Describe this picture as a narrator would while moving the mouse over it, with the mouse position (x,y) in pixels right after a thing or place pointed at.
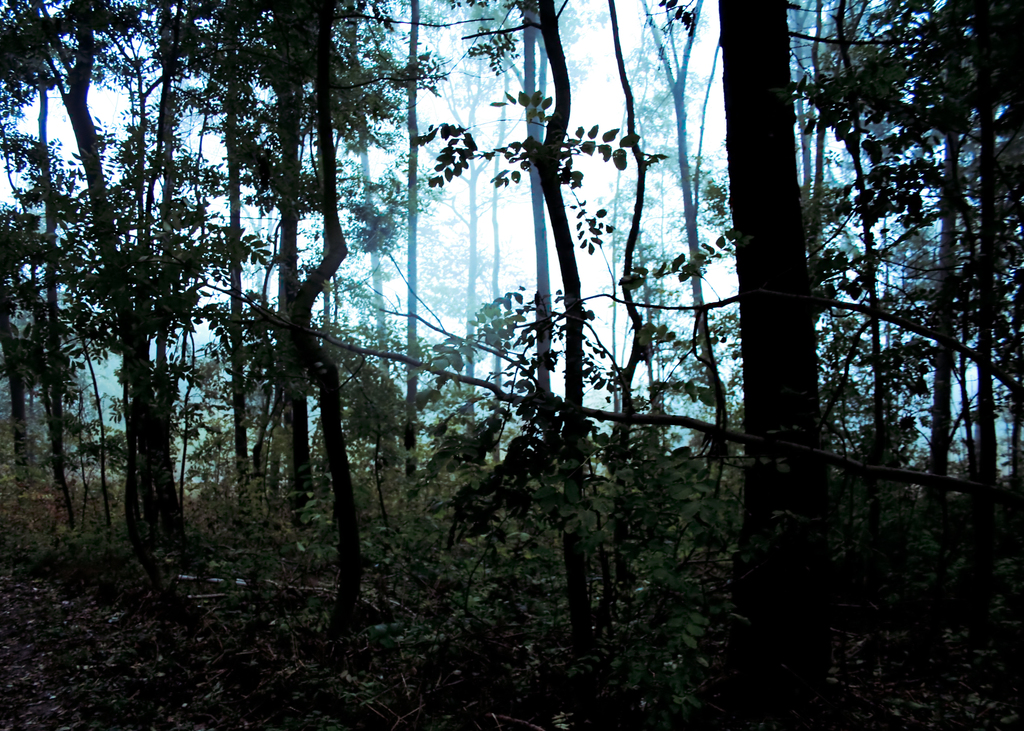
Here there are green color trees (769,411), this is sky (585,163).
